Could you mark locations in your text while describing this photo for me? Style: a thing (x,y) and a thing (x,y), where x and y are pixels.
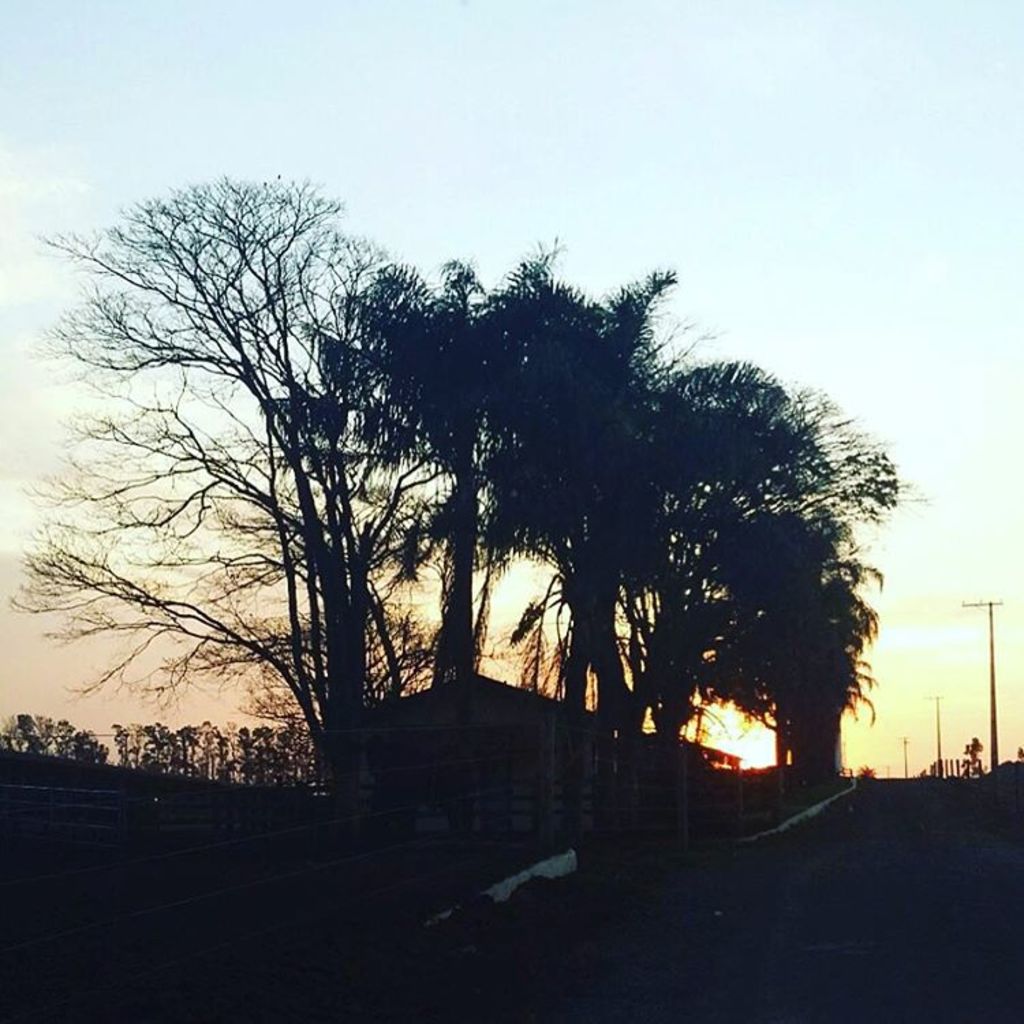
There are many trees (494,532), buildings (523,742), railings (551,761). On the right side (904,750) there are poles (940,702). In the background (305,155) there is sky (127,520).
